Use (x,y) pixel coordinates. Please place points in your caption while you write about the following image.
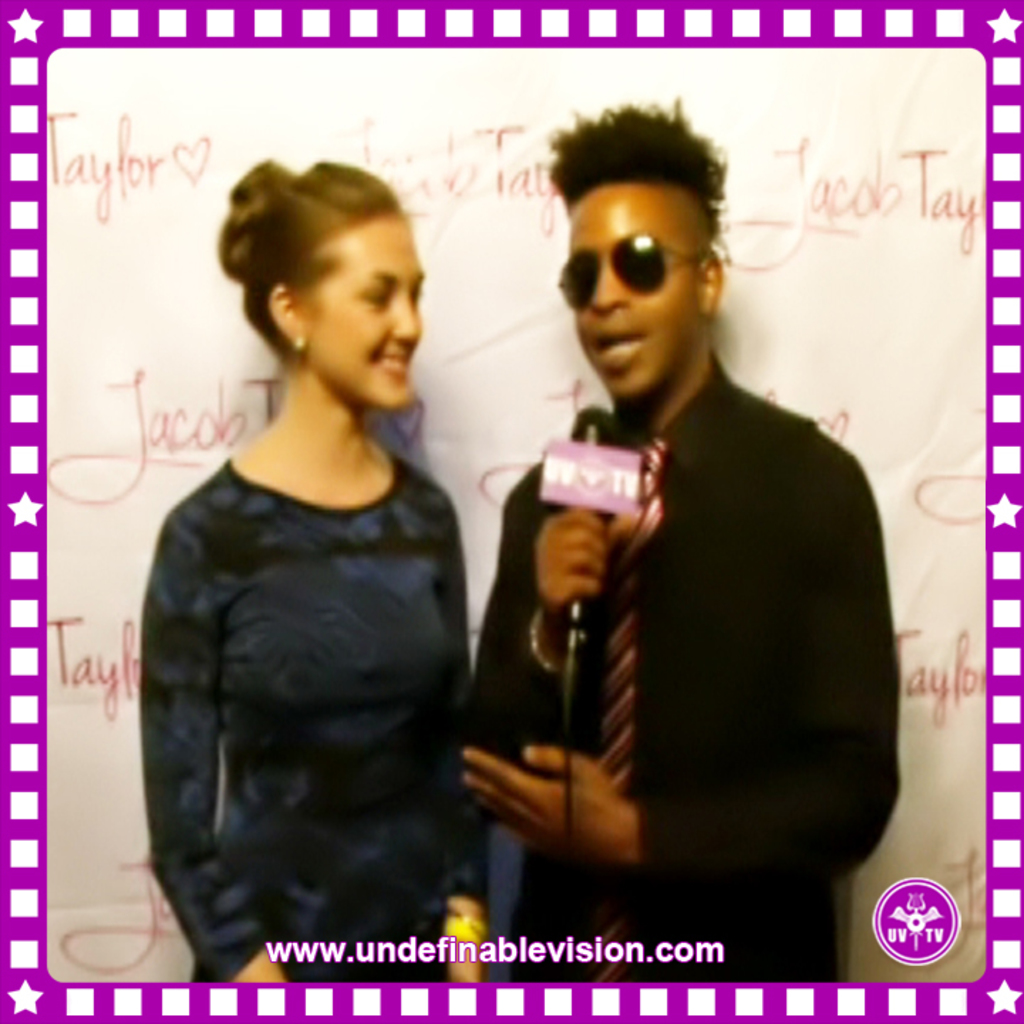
The man (681,426) in black shirt (488,618) is holding a microphone (630,487) in his hand (578,544). He is talking on the microphone (588,433). Beside him, the woman (327,625) in blue dress (328,649) is standing. She is smiling. He might be interviewing her. Behind them, we see a white banner (171,306) with some text (151,928) written on it. This is an edited image.
